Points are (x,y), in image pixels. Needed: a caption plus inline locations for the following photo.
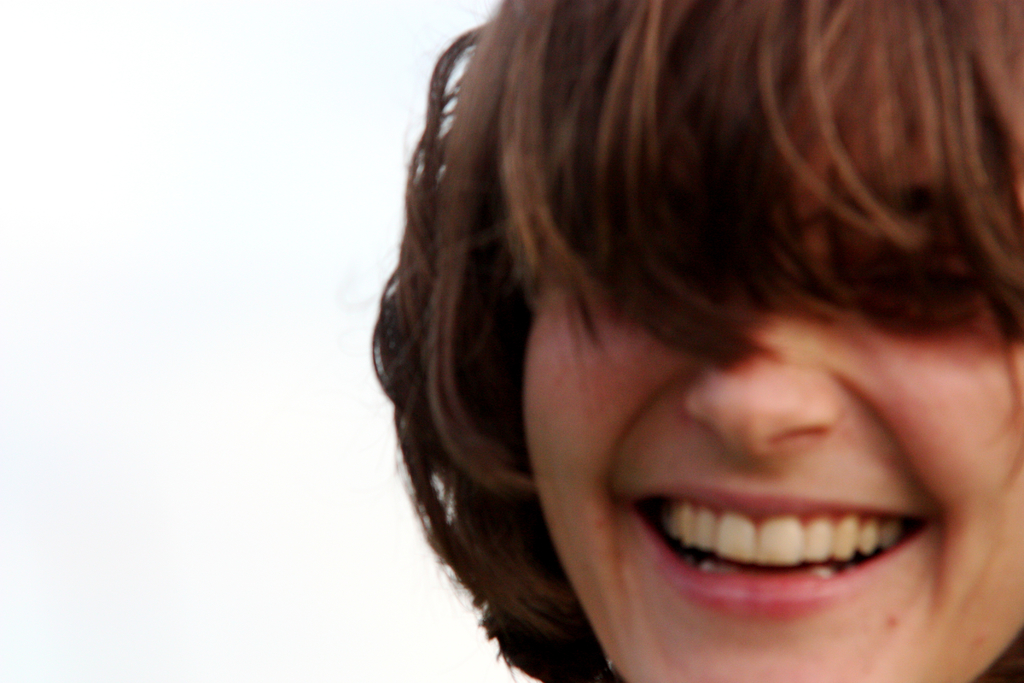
In this picture we can see a person (969,501) smiling.
